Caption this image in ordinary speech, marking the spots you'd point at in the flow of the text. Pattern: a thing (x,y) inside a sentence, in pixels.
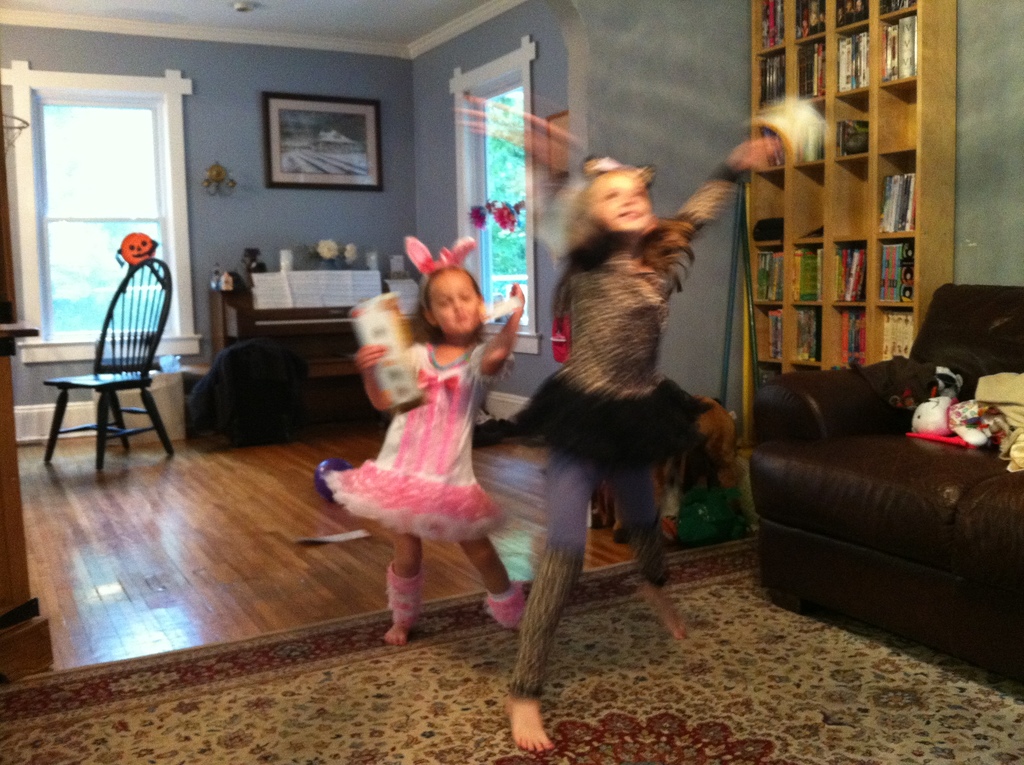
In the image there are two girls (649,334). On right side (866,387) there is a couch (949,466), on couch (991,462) there are some toys (968,435) and clothes (986,405) and we can also see shelf (938,244) on right side (905,142). On shelf (894,165) there are books (845,130) and we can also see a window (511,180) on right side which is closed. On left side (96,193) there is a window (106,187) which is closed and it is also in white color and left side (103,380) there is a chair (89,383) in middle (343,310) there is a piano (253,327). On piano (306,315) we can see some plants (341,250) and there is also a wall (284,207) in center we can also see photo frame (345,179) on that wall (350,191) and there is a mat (329,679) on floor (289,561) and roof (298,23) on top (397,20).
